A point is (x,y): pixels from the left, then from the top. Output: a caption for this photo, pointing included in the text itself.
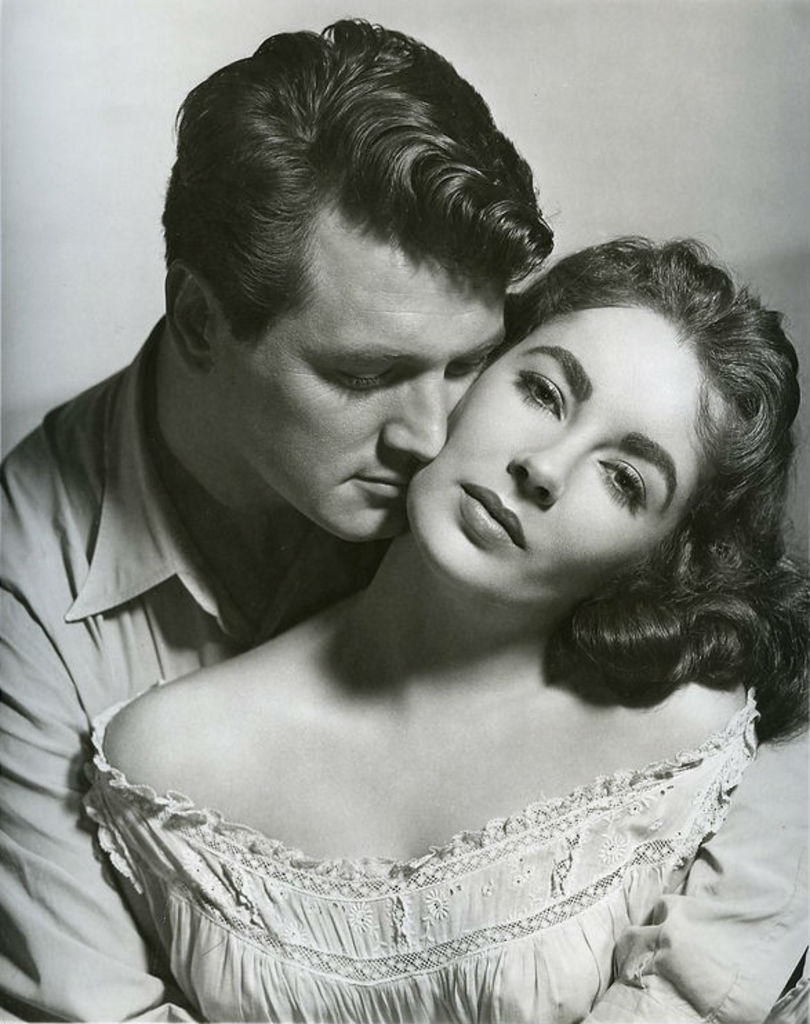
In this picture we can see a man (234,560) and woman (590,654) and it is a black and white photography.
